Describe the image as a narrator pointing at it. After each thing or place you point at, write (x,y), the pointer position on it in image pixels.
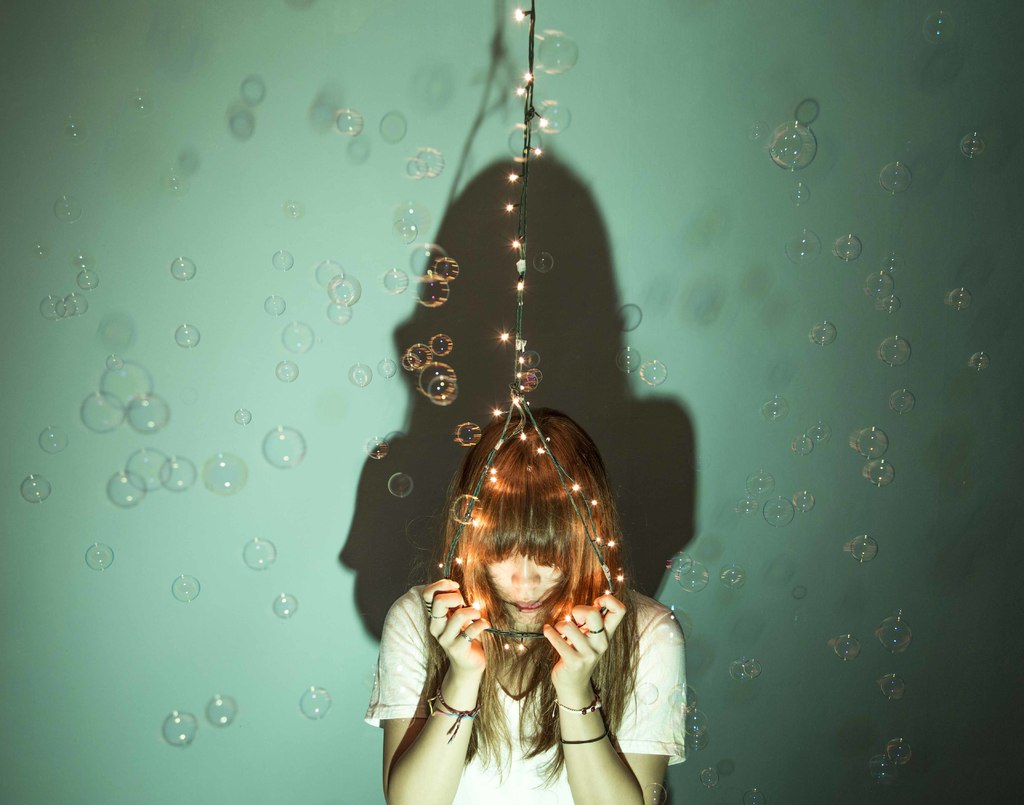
This picture shows many air bubbles (576,46) and we see a woman (499,704) standing and holding wire (517,296) with her hands (471,622) and we see lights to the wire (533,634).
